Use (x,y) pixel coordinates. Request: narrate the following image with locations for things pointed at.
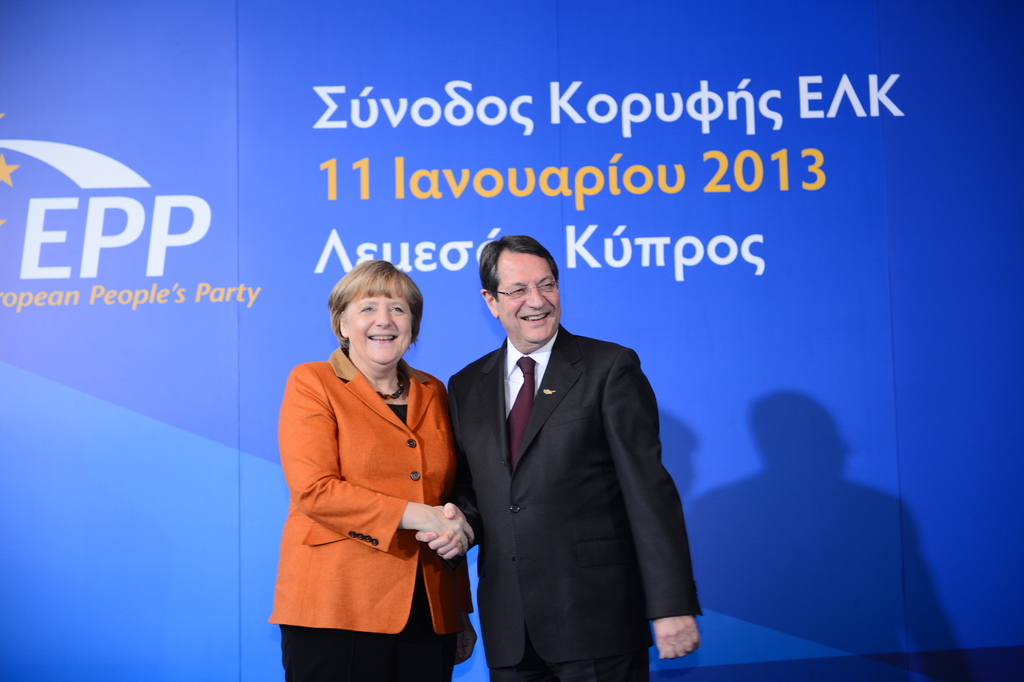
In the image there is a man (538,383) in suit (545,423) and a woman (353,383) in orange coat (394,457) shaking hands (458,545) and smiling in front of a blue banner (217,356).
